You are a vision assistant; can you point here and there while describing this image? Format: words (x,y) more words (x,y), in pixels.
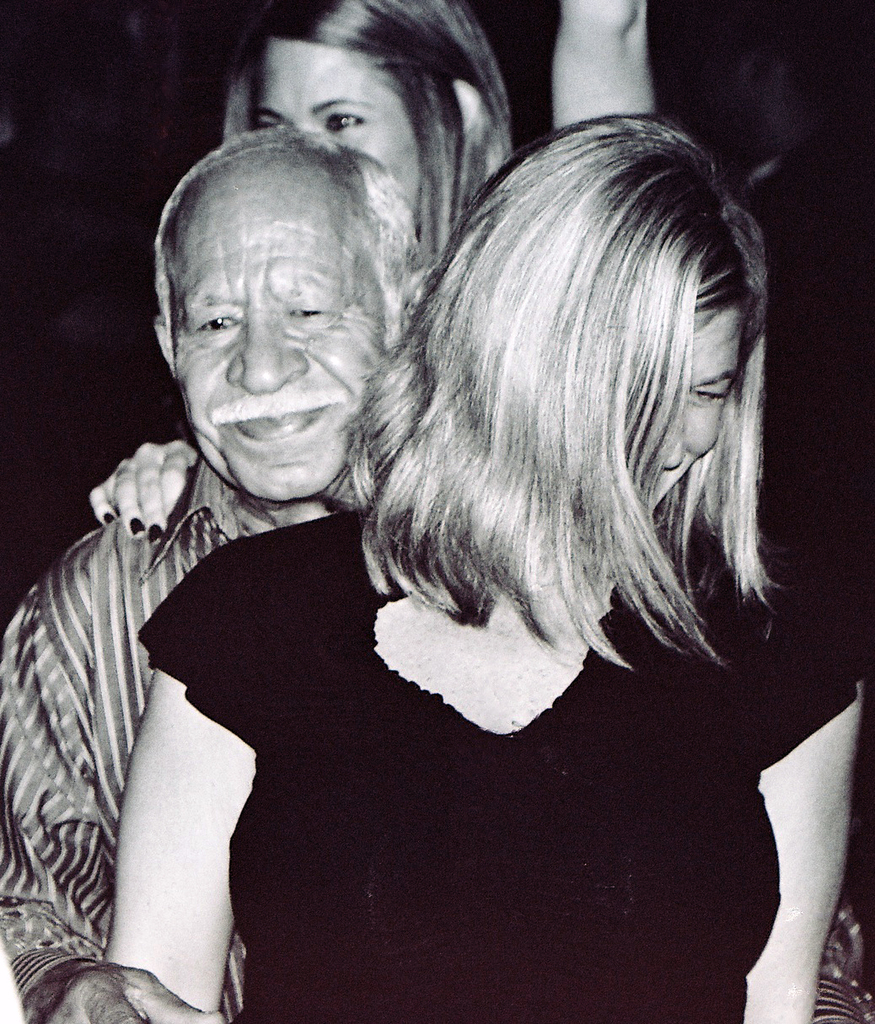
In this image we can see three persons (373,686) are standing, and smiling, there it is in black and white, the background (80,105) is dark.
